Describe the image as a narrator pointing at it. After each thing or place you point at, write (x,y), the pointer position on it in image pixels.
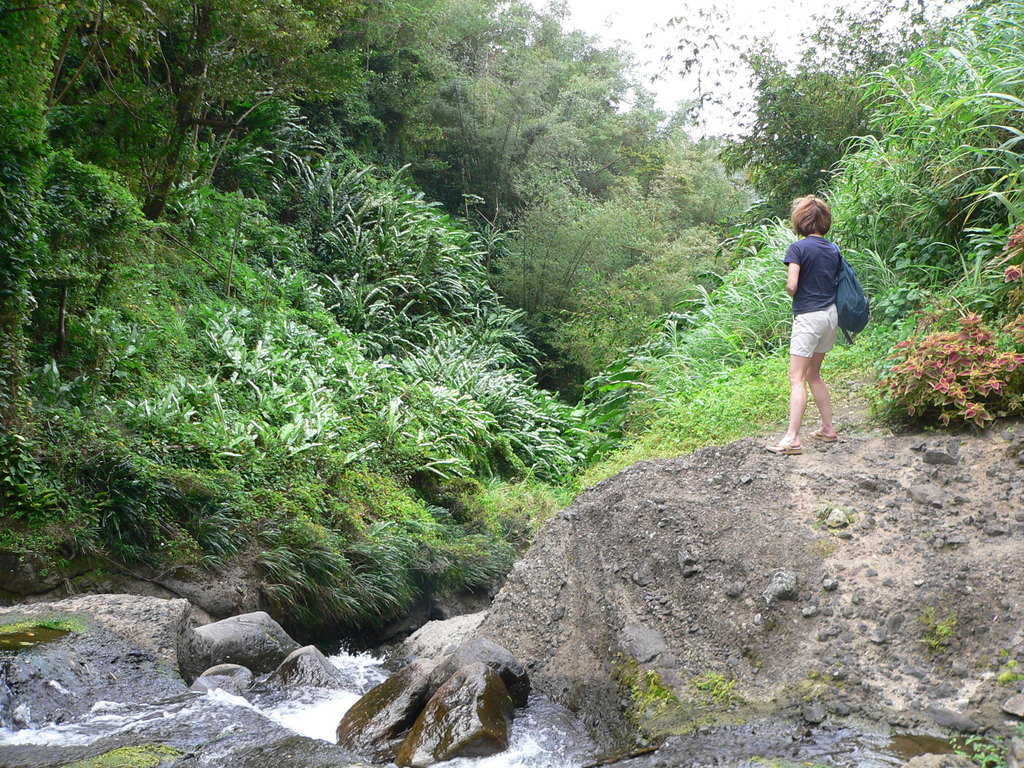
In this image I can see a person (797,393) wearing blue and cream colored dress (817,293) and green color bag (843,334) is standing on the huge rock (836,489). I can see some water (334,691) on the ground (376,717) and few trees (391,316) which are green in color and few flowers (957,394) which are pink in color. In the background (729,84) I can see the sky (717,60).
